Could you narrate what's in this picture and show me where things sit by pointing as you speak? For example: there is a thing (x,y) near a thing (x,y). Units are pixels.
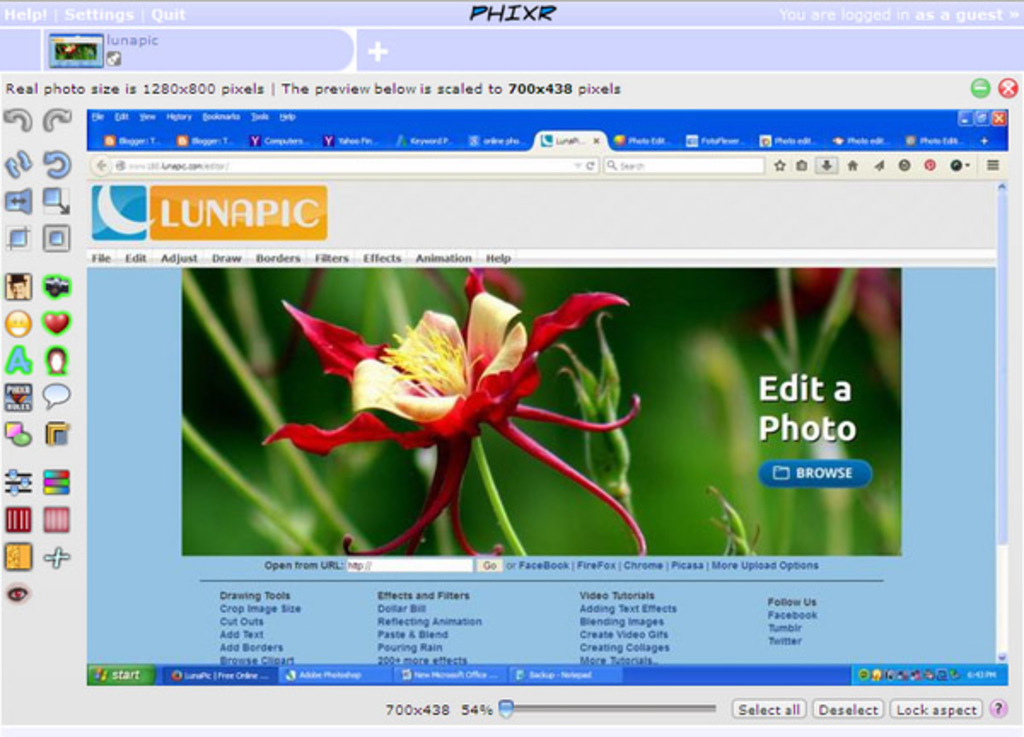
In this picture we can see a web page (350,627) and on this page (320,225) we can see a flower (420,356), symbols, buttons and some text (184,165).
